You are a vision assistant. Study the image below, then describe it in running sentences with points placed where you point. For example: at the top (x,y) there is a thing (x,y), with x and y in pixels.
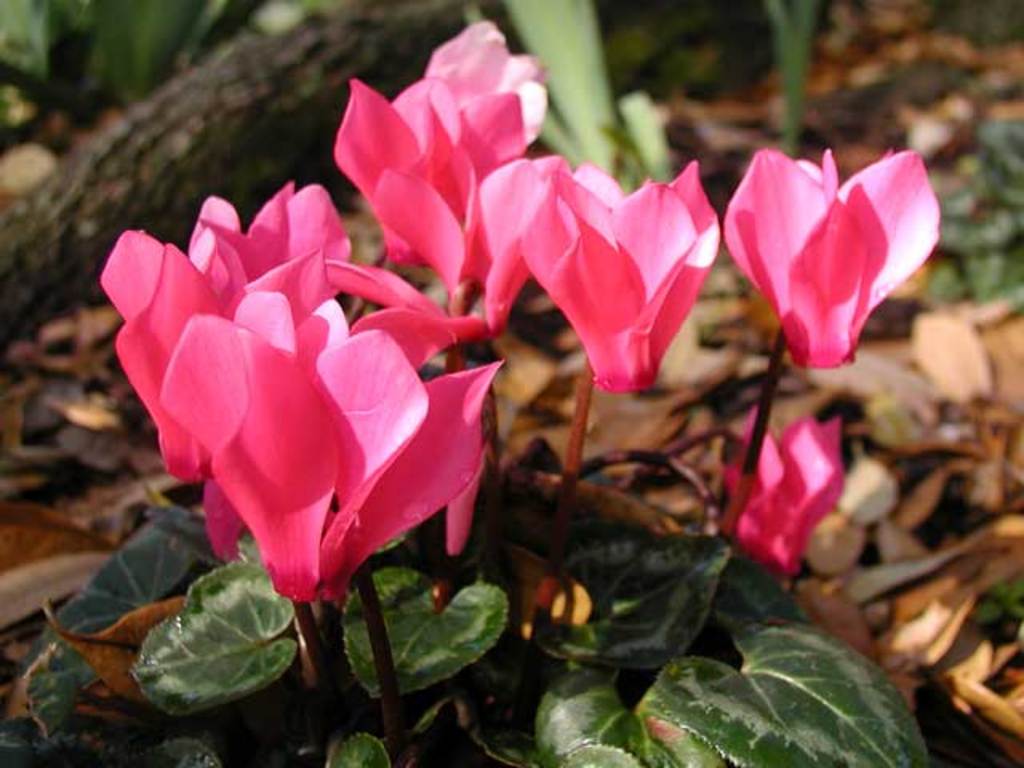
These are the beautiful flowers (413,386) in pink color, at the down side there are leaves (594,633) in green color.
